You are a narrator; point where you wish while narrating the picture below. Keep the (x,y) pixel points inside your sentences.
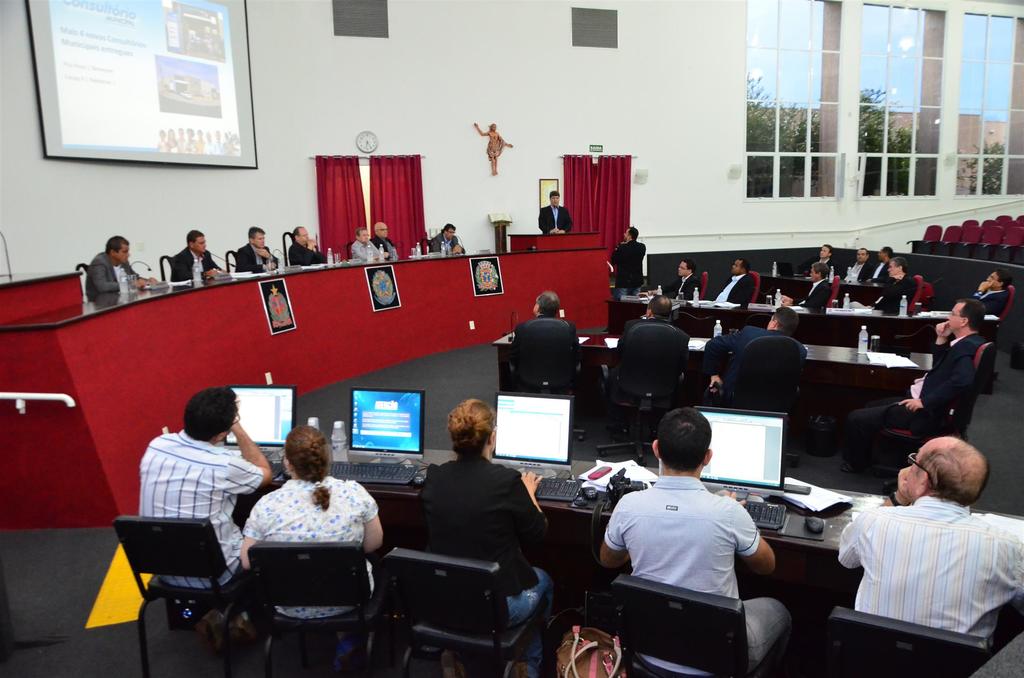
In this image I can see number of people (968,577) where few are standing and rest all are sitting on chairs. I can also see number of bottles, laptops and in background (75,38) I can see projector screen (243,151), a clock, red colour curtains (404,200), windows (879,158), trees (768,119) and the sky (879,62). I can also see few empty chairs (937,227) in background (997,240).
